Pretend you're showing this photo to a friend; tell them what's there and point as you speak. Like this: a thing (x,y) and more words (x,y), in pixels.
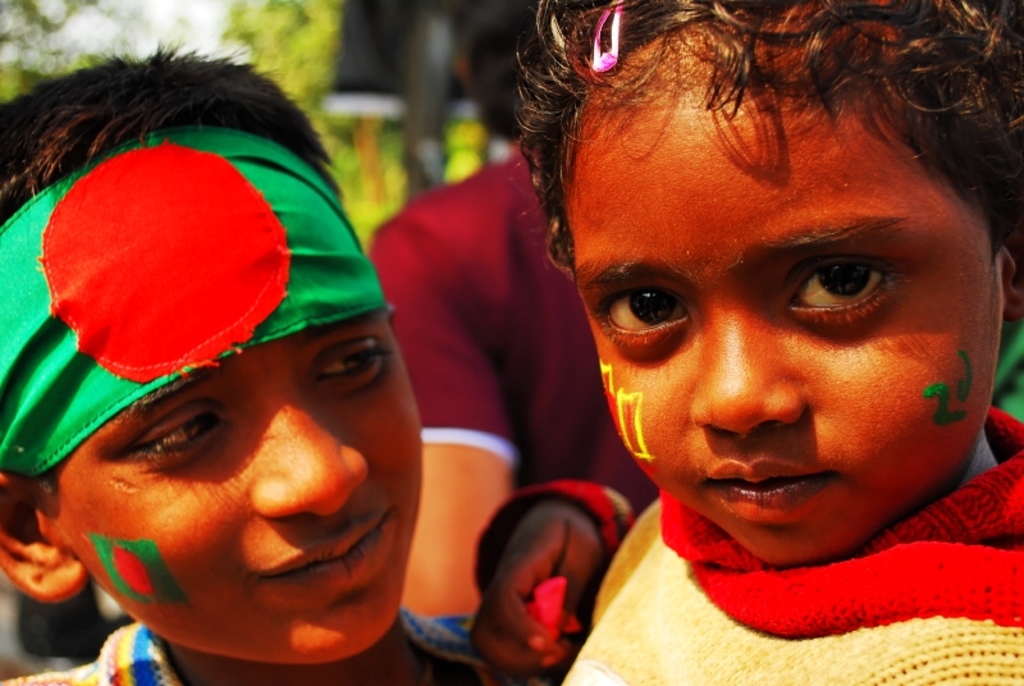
In the foreground of the picture (228,258) there is a boy (306,406) and a small kid (736,375). The background (374,66) is blurred.
